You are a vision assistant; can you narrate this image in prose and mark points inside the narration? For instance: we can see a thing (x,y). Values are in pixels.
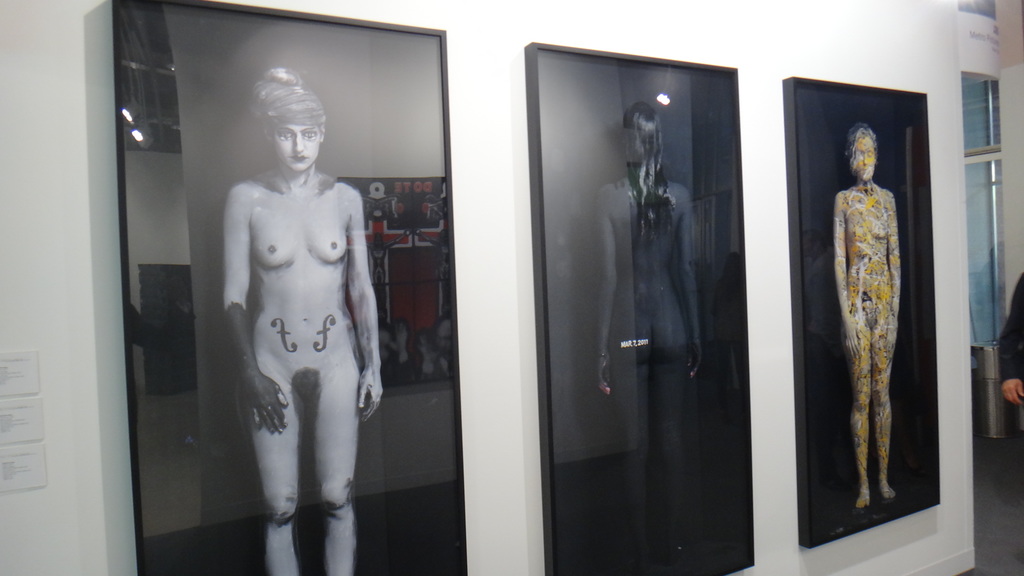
In this picture we can see a glass (222,50). Through this glass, we can see the frames (289,355) of human (249,339) displayed in the building (994,448). There is a poster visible at the back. We can see a person (1015,312) and a dustbin (993,431) on the right side (995,414).
